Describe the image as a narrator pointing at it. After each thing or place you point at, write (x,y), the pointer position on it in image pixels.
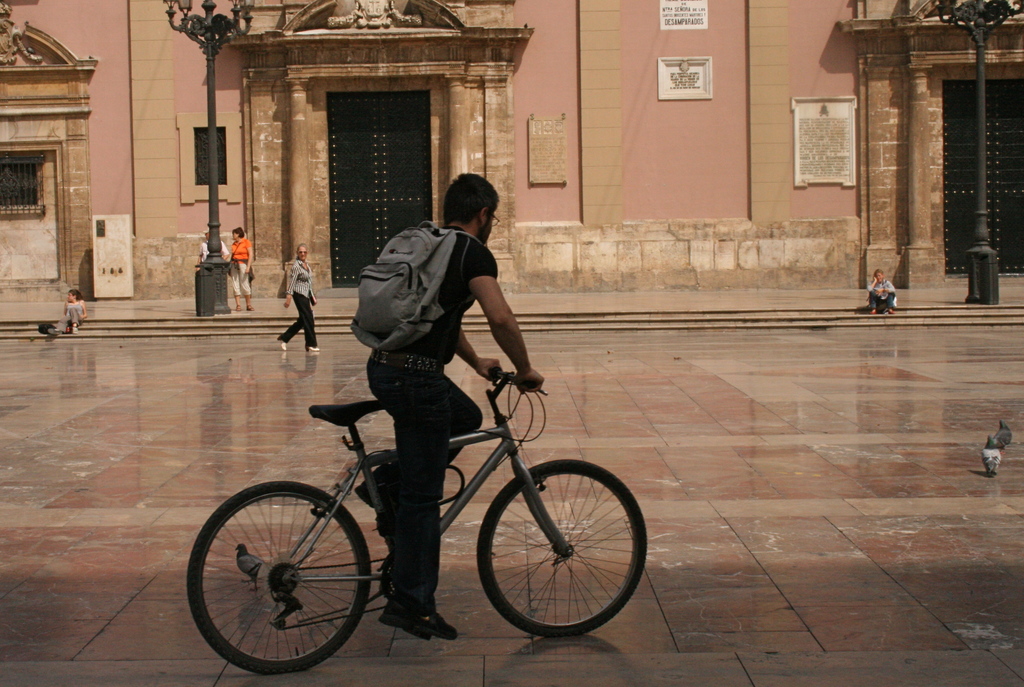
This is a building (243,128) with window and doors (381,178). We can see persons (242,243) standing near to the building (258,269) and few (878,292) are sitting on stairs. One woman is walking. We can see a man (443,444) wearing a backpack (368,273) and riding a bicycle (456,511).
